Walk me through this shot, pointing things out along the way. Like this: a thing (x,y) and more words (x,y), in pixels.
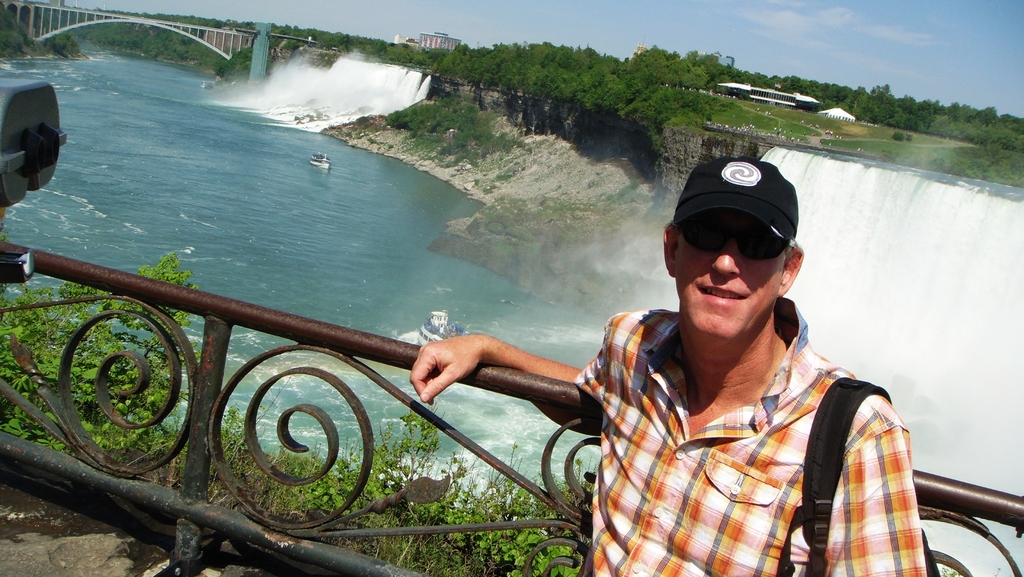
In this image on the right (738,487) there is a man (696,453) wearing checked shirt (677,326), sunglasses (722,235), cap (741,197) is standing with a smiling face (718,312). He is carrying a bag (858,397). This is metal railing (145,381). In the background (357,86) there are waterfalls (366,86). On the water body (314,240) there are boats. This is a bridge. In the background (512,63) there are trees (612,68), buildings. The sky (810,59) is cloudy. Here there are plants (95,427).
